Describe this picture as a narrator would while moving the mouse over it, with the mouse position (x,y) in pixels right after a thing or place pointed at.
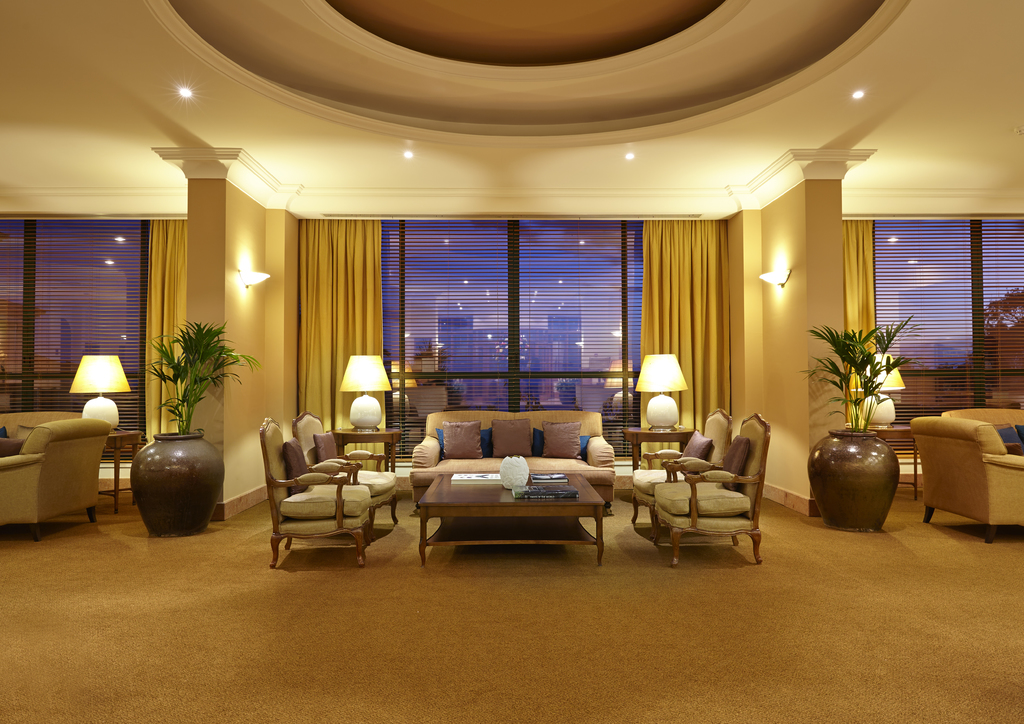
This is an inside view picture. Here we can see windows (119,277). We can see table lamps (669,420) on the tables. We can see sofa (532,448), chairs (287,476) and houseplants (201,360). This is a floor (556,685). At the top (576,82) we can see ceiling (508,84).
